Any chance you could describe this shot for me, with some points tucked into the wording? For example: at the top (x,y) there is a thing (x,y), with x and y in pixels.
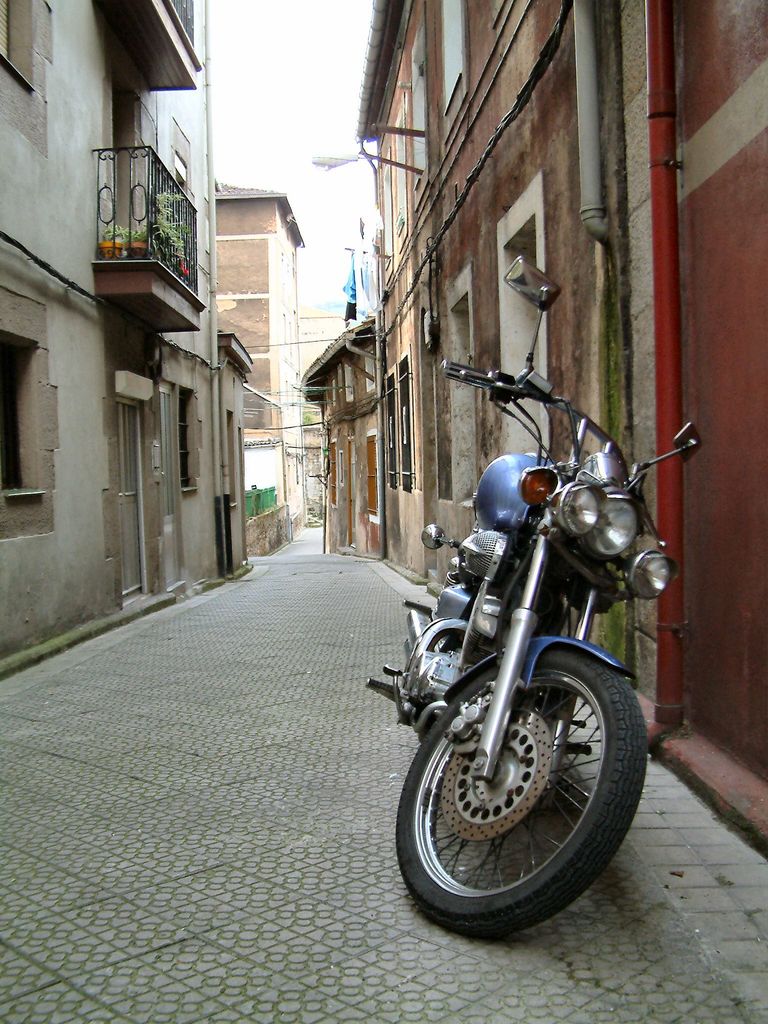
In this picture I can see the path (109,789) in front (677,981), on which there is a bike (486,602) which is of blue color. On the both sides of this picture I can see the buildings (286,240) and I see few plants (159,231) and I see that it is white color in the background (342,202).
